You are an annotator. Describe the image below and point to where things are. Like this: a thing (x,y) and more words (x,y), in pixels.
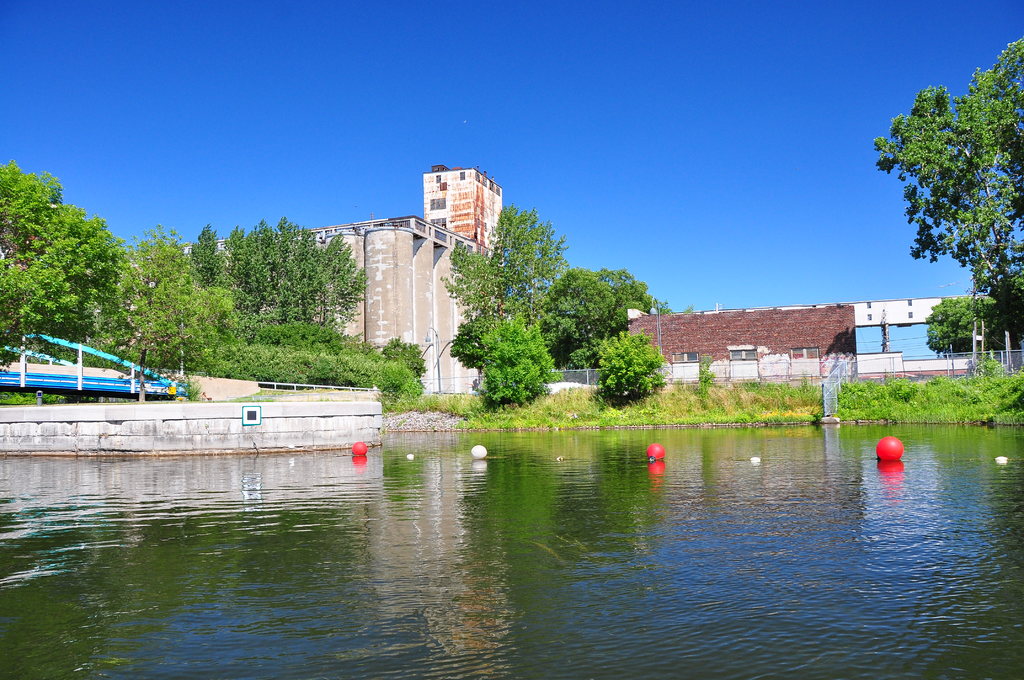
In this image I can see the water (853,587), in the water (963,478) I can see few balloons (892,444) in red and white color. Background (81,286) I can see trees (518,358) in green color, buildings (414,295) in cream and brown color and the sky (491,95) is in blue color.
